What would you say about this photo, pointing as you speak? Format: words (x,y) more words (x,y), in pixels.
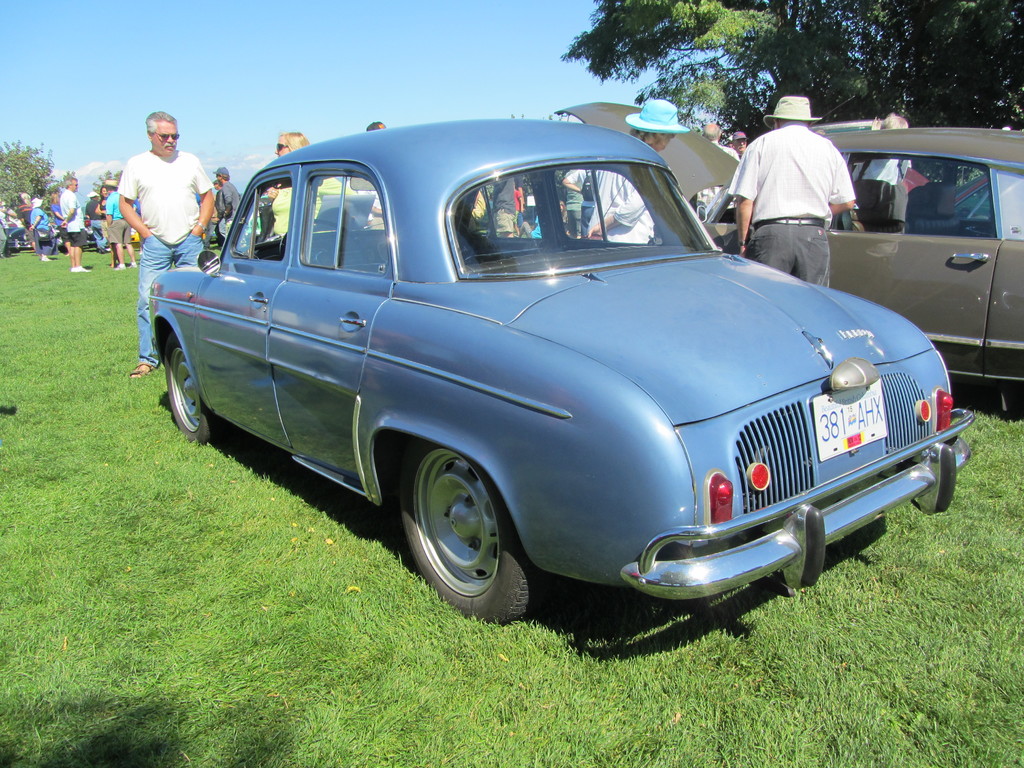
In this image there are cars (471,256) and we can see people (334,192). At the bottom (183,618) there is grass (653,605). In the background (499,106) there are trees (644,6) and sky (313,127).
